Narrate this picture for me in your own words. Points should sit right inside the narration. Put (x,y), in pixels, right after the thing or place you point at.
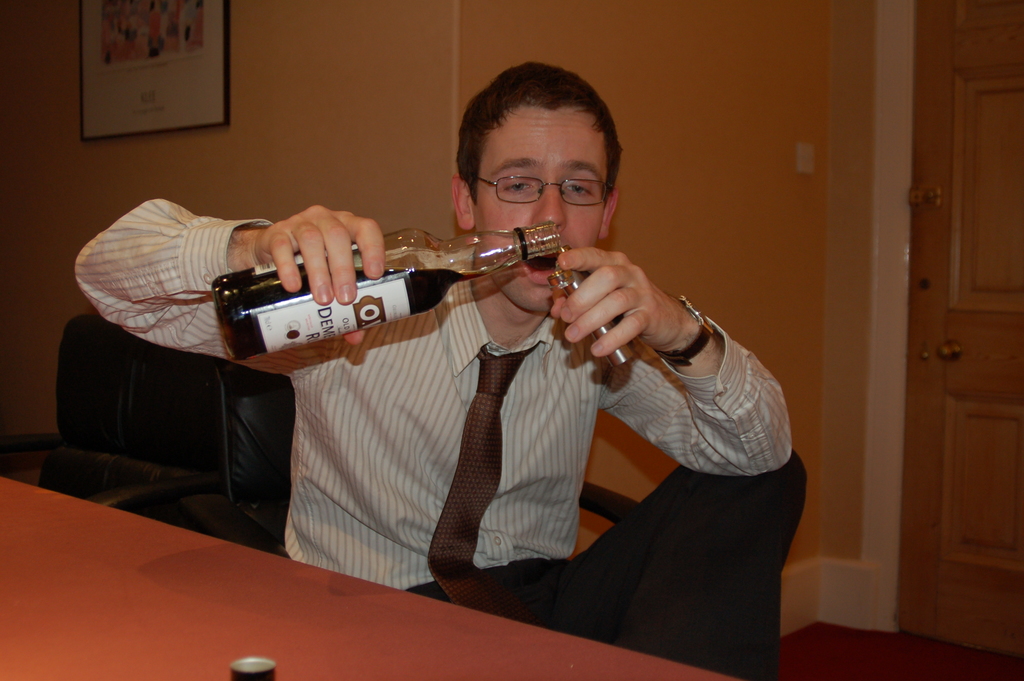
This picture shows a man (551,185) seated on the chair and we see a bottle (354,314) in his hand (355,273) and a flask (579,282) in other hand (632,315) and we see a chair (140,478) on the side and a table (160,555) and we see a photo (172,109) on the wall (338,140) and a door (953,347) on the side.
